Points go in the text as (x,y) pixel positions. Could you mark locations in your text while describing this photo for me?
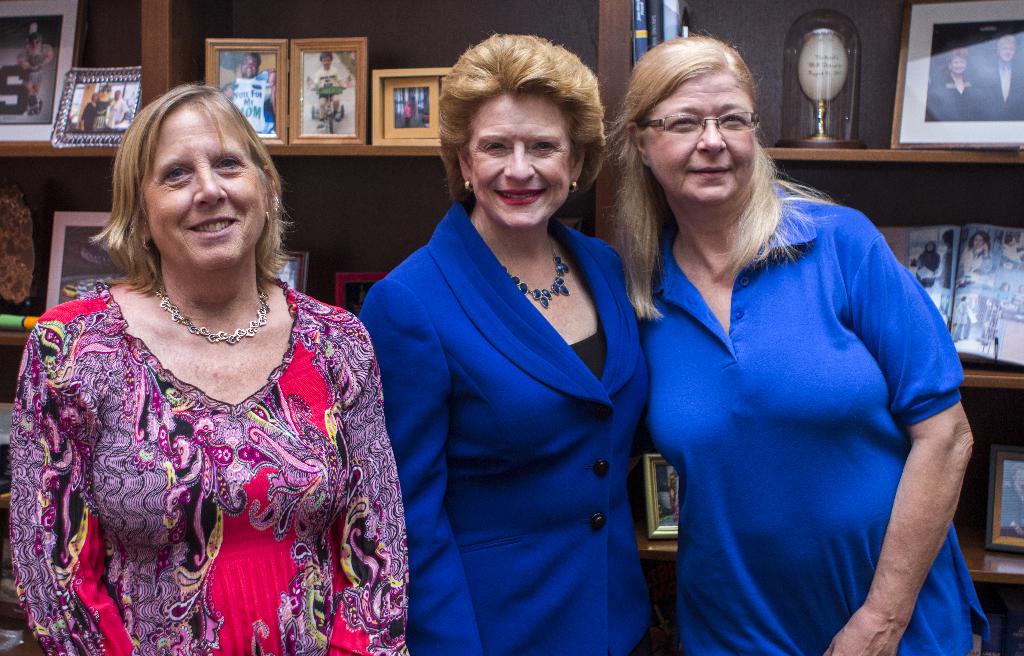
In front of the picture, we see three women (340,440) are standing. They are smiling and they are posing for the photo. Behind them, we see the racks (960,191) in which many photo frames (909,124) and a glass object (835,50) are placed.
